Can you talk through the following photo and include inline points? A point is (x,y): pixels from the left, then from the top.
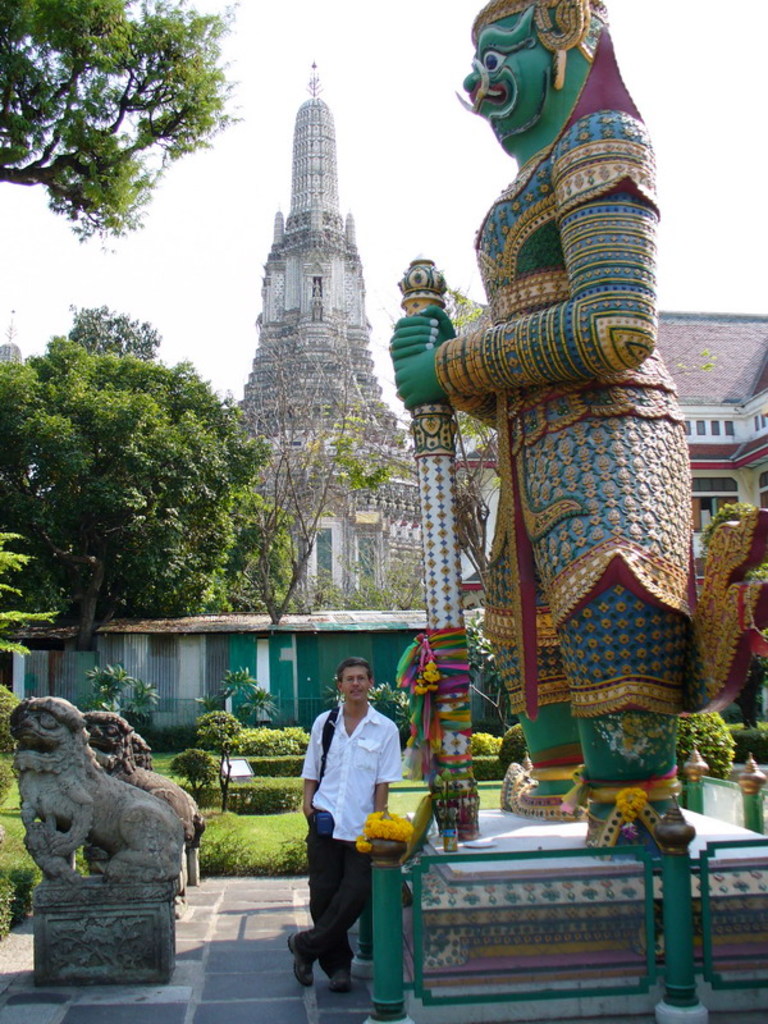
In this image there are some statues (470,805) are there at bottom of this image (600,735) and there is one man (355,891) standing at bottom of this image (346,780) is wearing white color shirt (356,791) and there are some trees (100,586) in the background (376,562) and there is a temple (332,490) at top of this image (286,337) and there is a building (713,461) at right side of this image (721,454) and there is a sky (397,153) at top of this image (352,155).
